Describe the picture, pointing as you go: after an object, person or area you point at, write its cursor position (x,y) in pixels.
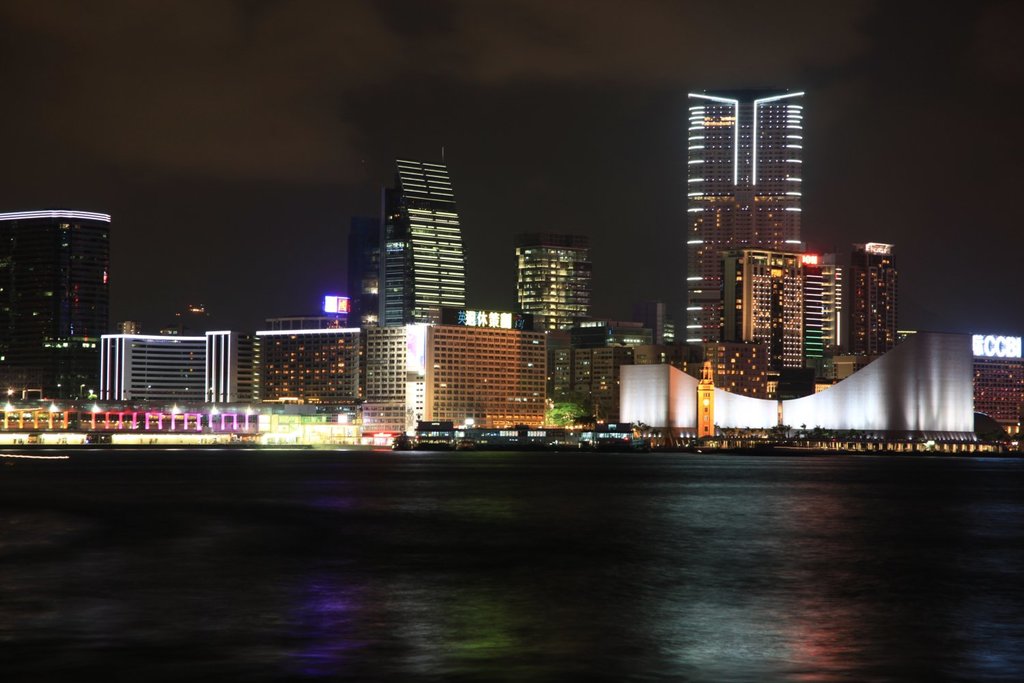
In the image there are skyscrapers (421,318) in the back (337,361) with many lights (266,369) all over it, in the front (588,559) it seems to be a lake (283,509) and above its sky (604,104) with clouds (594,79).
